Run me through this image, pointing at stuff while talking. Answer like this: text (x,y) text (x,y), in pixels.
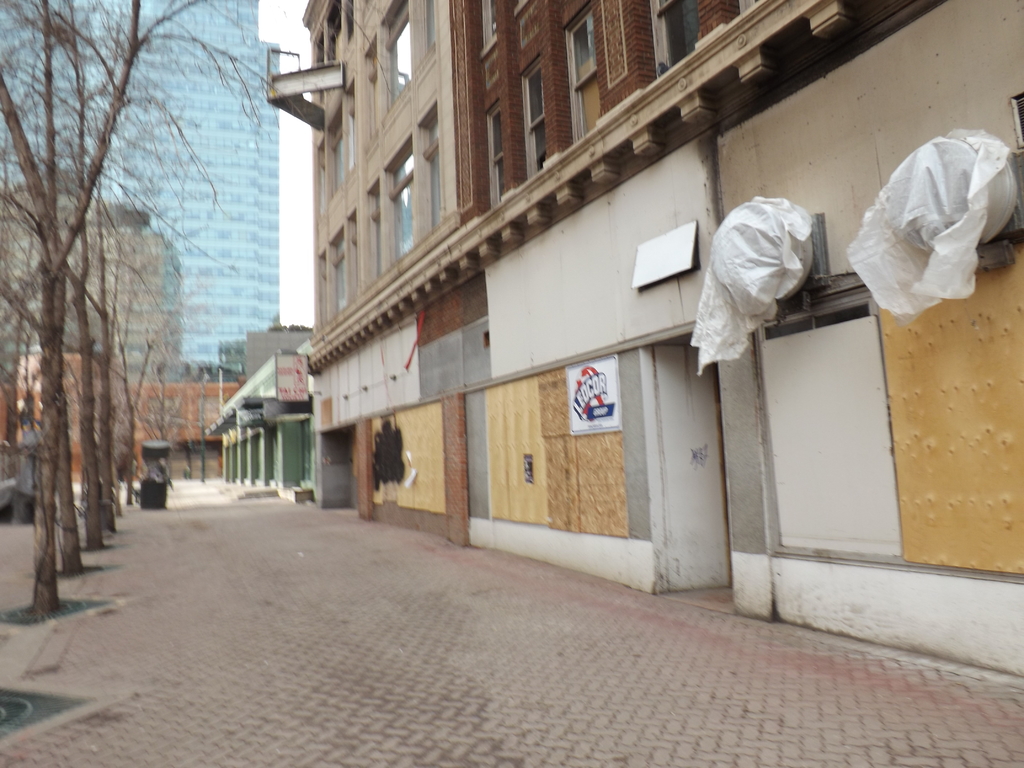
On the right side of the image (890,303), we can see the buildings (859,137). At the bottom of the image (375,598), we can see pavement (400,649). On the left side of the image (161,390), we can see trees (92,353) and buildings (122,290). In the background (287,214), we can see the sky (290,40).
